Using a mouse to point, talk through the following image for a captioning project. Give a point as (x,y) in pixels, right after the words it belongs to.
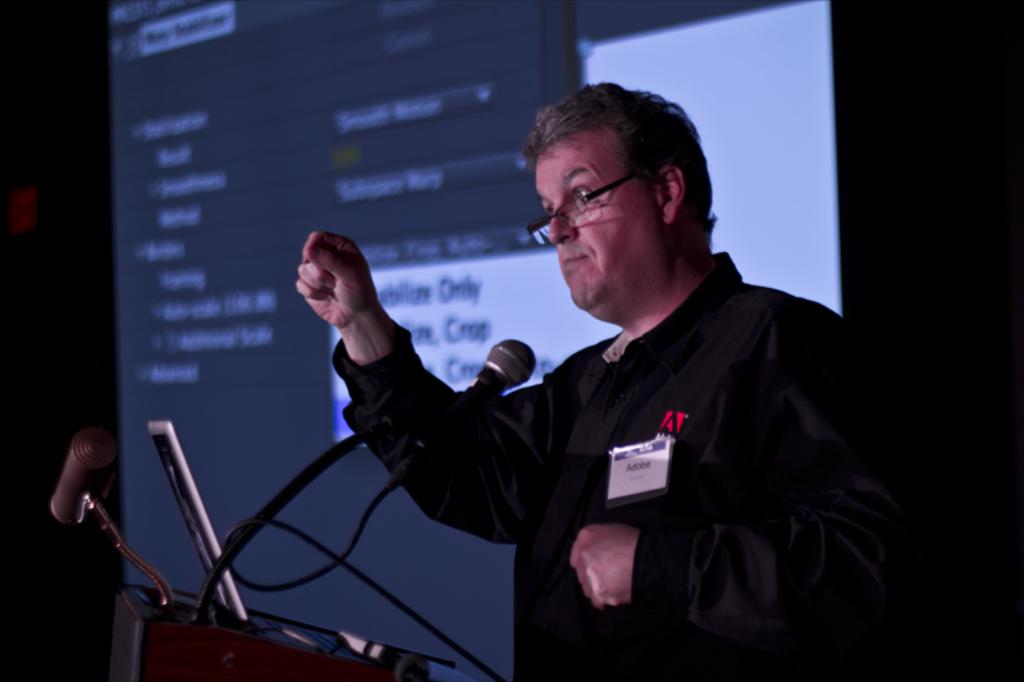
In the image we can see a man (723,456) wearing clothes (746,452) and spectacles (567,212). This is a microphone (456,424), cable wire (319,545), podium (212,658) and a projected screen (309,186).
